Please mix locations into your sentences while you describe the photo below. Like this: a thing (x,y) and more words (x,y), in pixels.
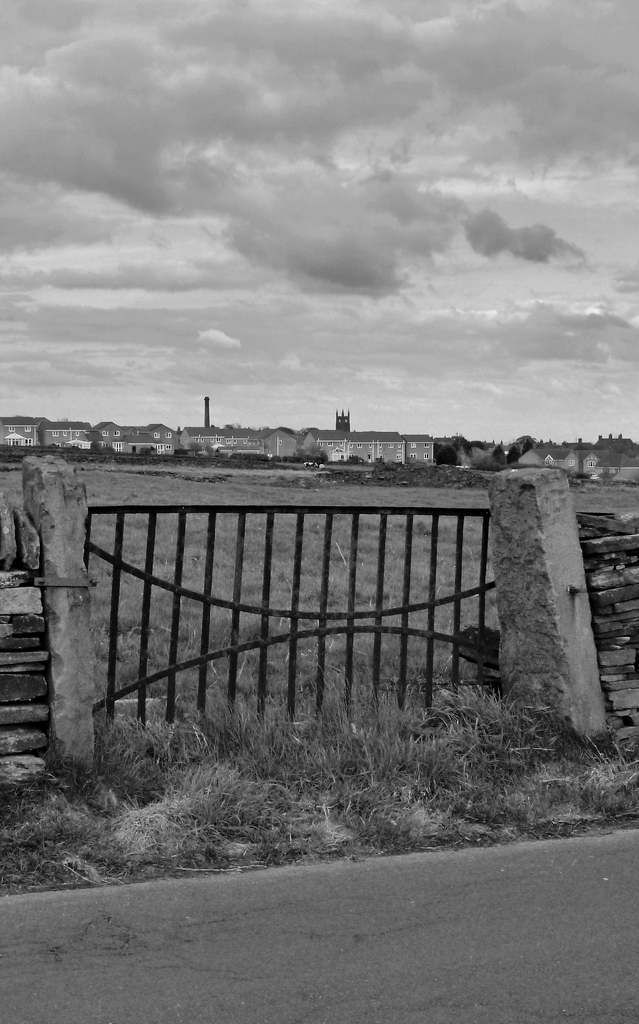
In this image I can see a fence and the grass (131,606). In the background (363,455) I can see buildings (363,455) and the sky (230,337).
